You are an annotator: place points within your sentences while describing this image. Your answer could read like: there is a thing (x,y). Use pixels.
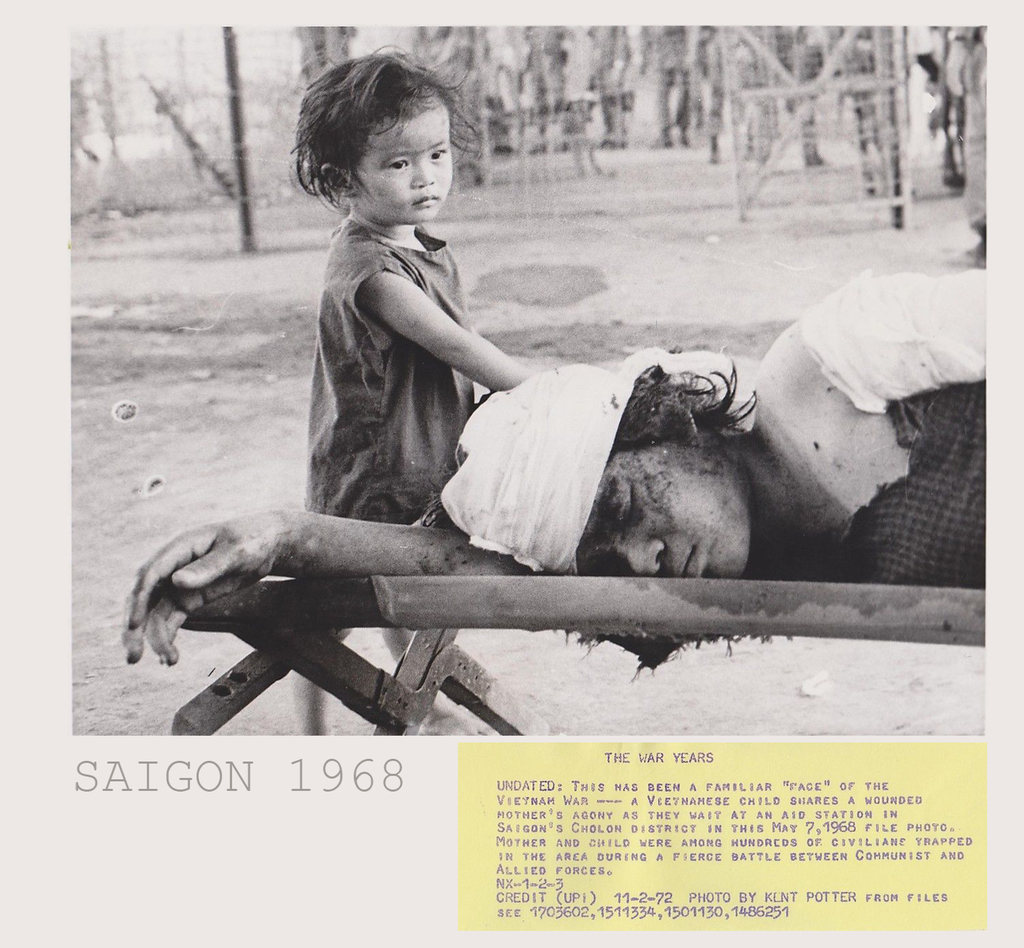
In this picture we can see the woman (816,500) lying on the small wooden bed (585,620). Behind there is a small girl (347,191) standing. In the background (370,48) we can see ground (592,333) and some grill fencing (793,102). In the front (754,799) bottom side there is some matter (609,906) written on the photograph.
